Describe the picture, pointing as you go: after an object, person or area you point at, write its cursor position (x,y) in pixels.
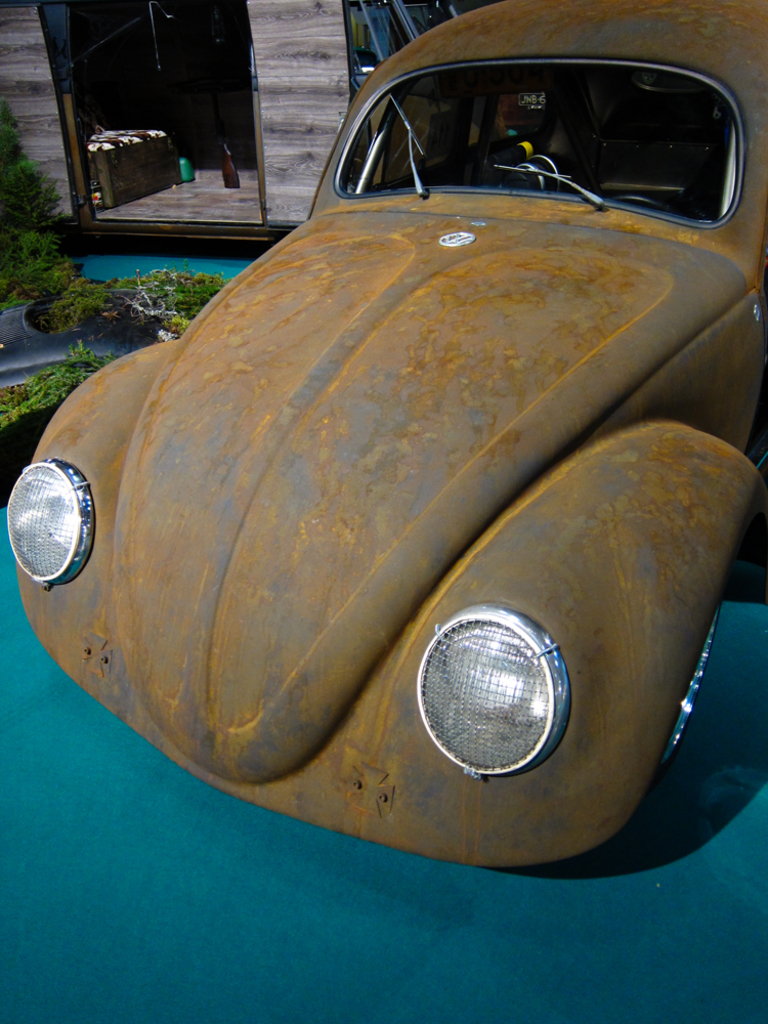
This image consists of a car body (261,664) made up of metal (493,547). At the bottom (235,937), there is a floor (392,933). In the background (156,77), there is a door (148,160) and a wall (301,146) made up of wood (45,125). To the left (57,285), there are small plants (16,297).
